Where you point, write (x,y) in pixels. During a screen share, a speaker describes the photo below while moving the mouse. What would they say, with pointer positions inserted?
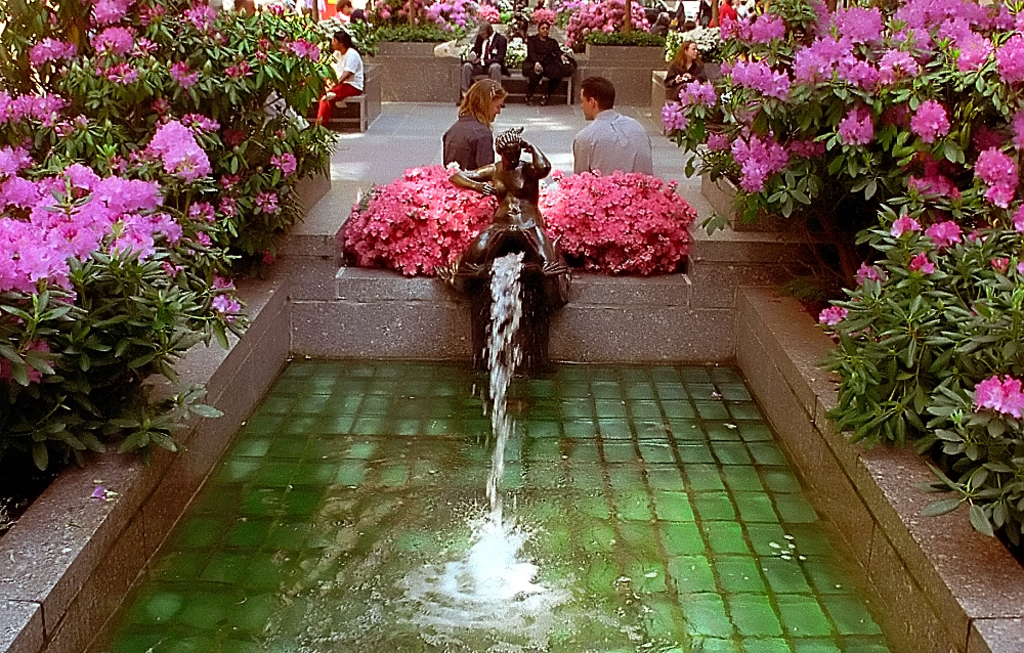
In this image in the front (509,522) there is water (499,601). In the background (442,195) there are flowers (426,173) and there are persons (455,152) sitting and in the center (499,222) there is a statue (508,211) and there is water (510,254) coming from the statue (522,246).
